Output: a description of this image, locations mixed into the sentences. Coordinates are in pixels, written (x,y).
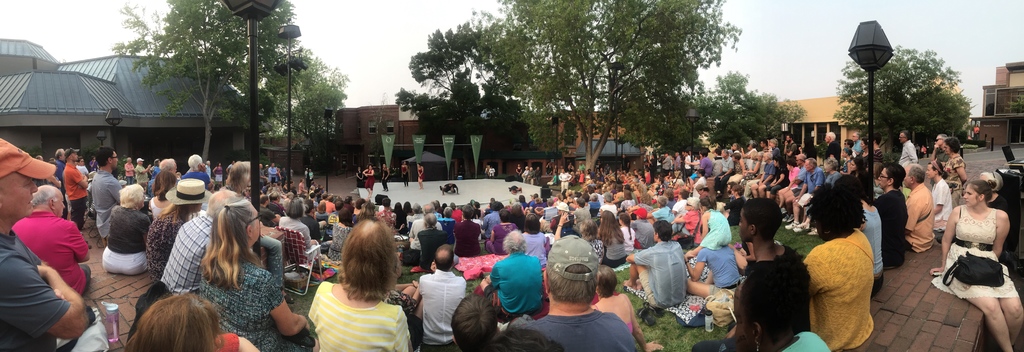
In this image we can see many people (626,242), some of them are on the stage (449,196), there are banners (391,137) with text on it, there are bags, bottles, on the ground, there are light poles (557,153), there are buildings (353,134), also we can see the sky (770,82).
